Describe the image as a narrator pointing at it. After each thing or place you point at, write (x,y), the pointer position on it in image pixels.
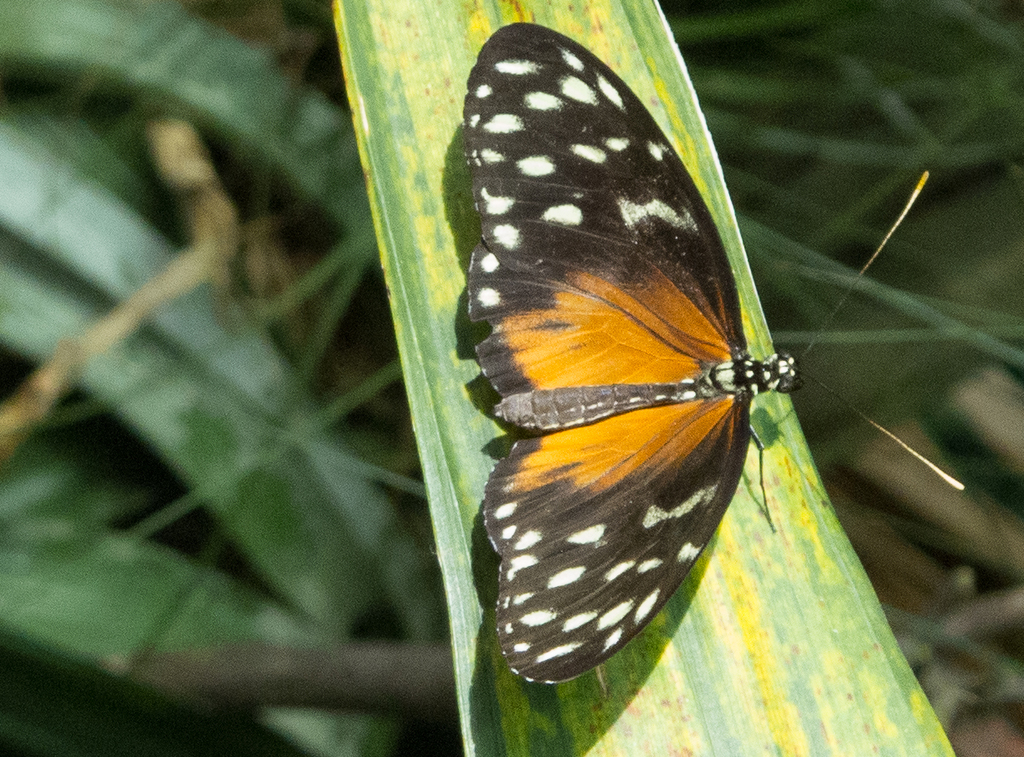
In this picture we can see a butterfly (606,418) on the grass (779,642).
